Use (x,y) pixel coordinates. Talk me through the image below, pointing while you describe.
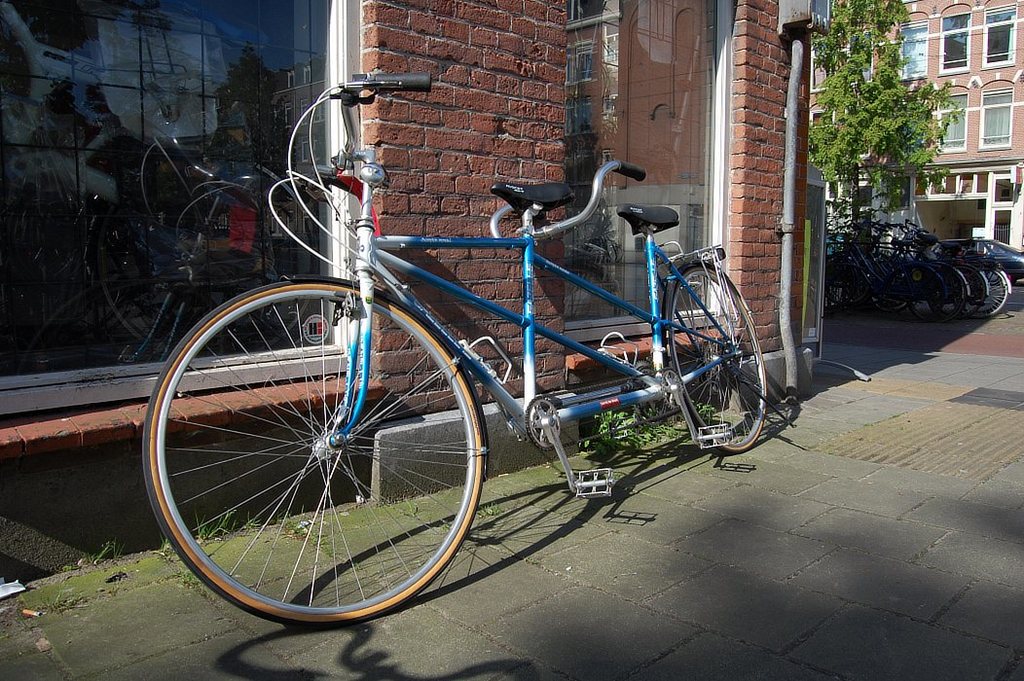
In this image I can see fleets of bicycles (916,289) are parked on the road (826,350). In the background (952,232) I can see a wall (555,142) of bricks (499,40), glass (243,60), trees (843,124) and buildings (1000,205). This image is taken during a day.
